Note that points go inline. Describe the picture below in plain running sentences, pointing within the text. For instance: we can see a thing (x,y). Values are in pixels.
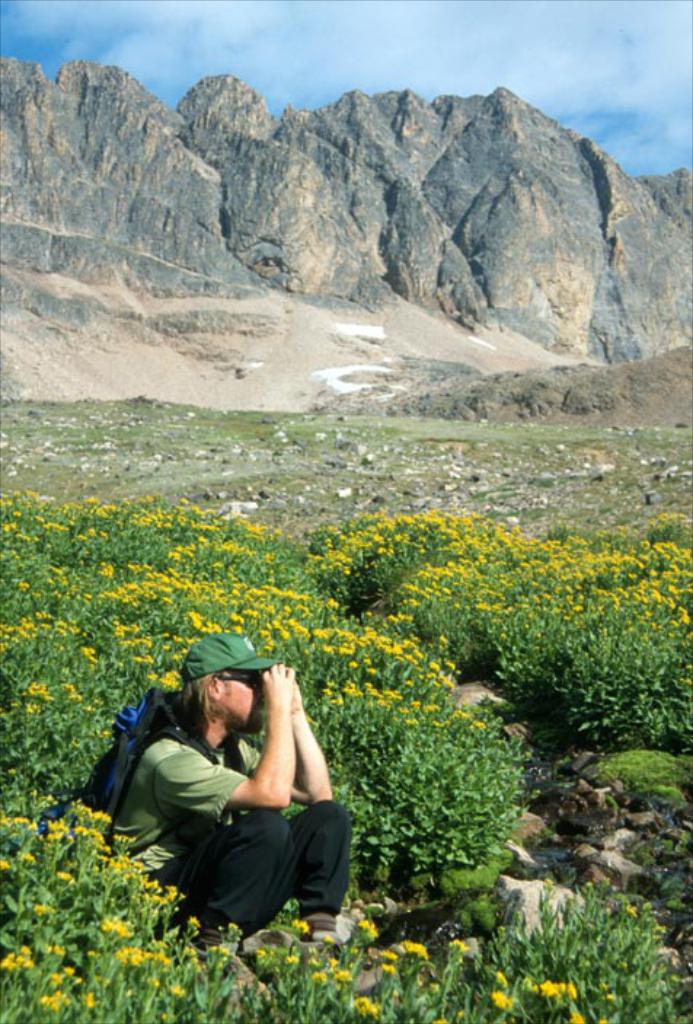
At the bottom of the image (258,858), we can see a person (233,882) is sitting and wearing a backpack (171,723) and cap (219,662). Here we can see few plants (425,728), flowers (56,523), stones (619,787) and water (557,820). Background (689,410) we can see hills (671,202) and sky (480,44).
